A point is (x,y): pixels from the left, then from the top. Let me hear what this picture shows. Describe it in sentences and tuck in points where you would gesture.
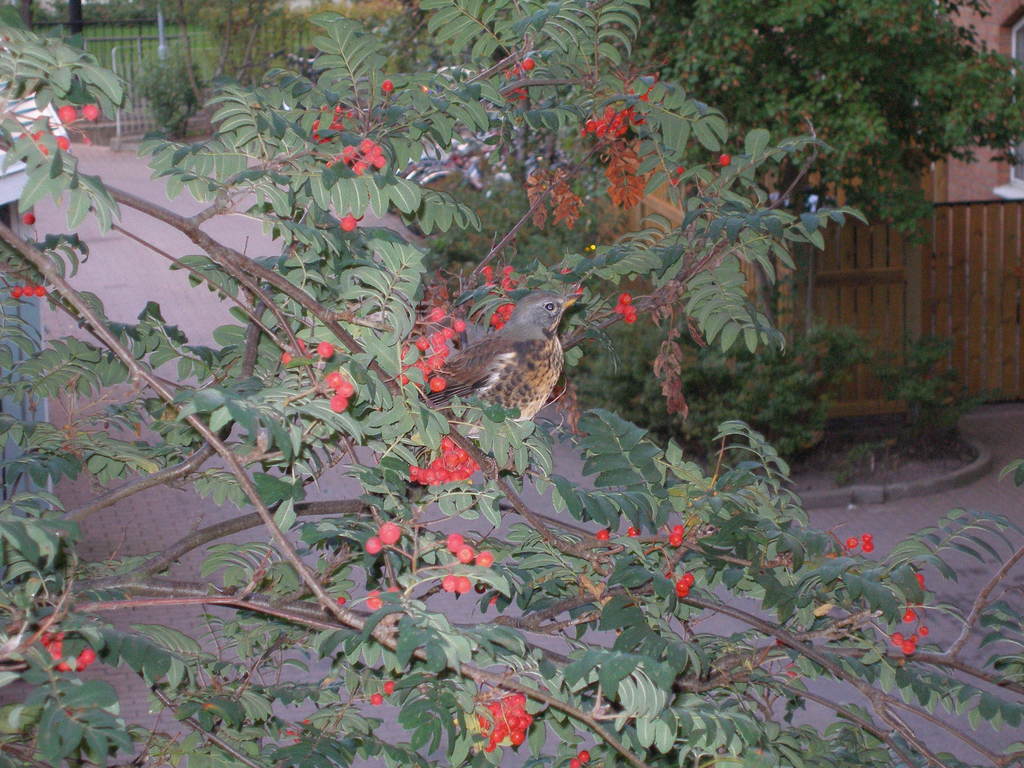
In this image we can see there is a bird (522,361) on the tree (334,439) and there are some berries (324,347), beneath the tree (269,585) there is a path (97,412). On the left (12,352) and right side of the image (962,160) there are buildings (977,158), in front of the buildings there are trees (886,84). In the background (120,48) there is a railing (130,40).
